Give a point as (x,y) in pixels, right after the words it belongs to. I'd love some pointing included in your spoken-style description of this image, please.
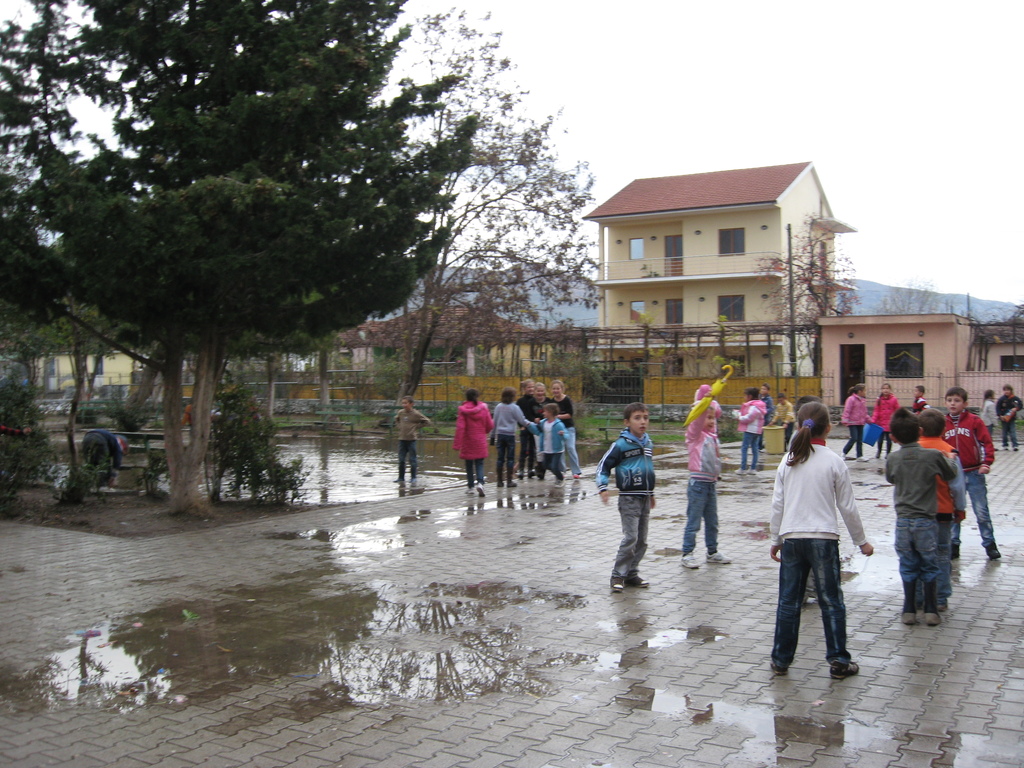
In this image we can see children (813,437) standing on the floor (774,588), fences (935,399), buildings (732,292), trees (818,286), hills (855,310) and sky (654,142).
